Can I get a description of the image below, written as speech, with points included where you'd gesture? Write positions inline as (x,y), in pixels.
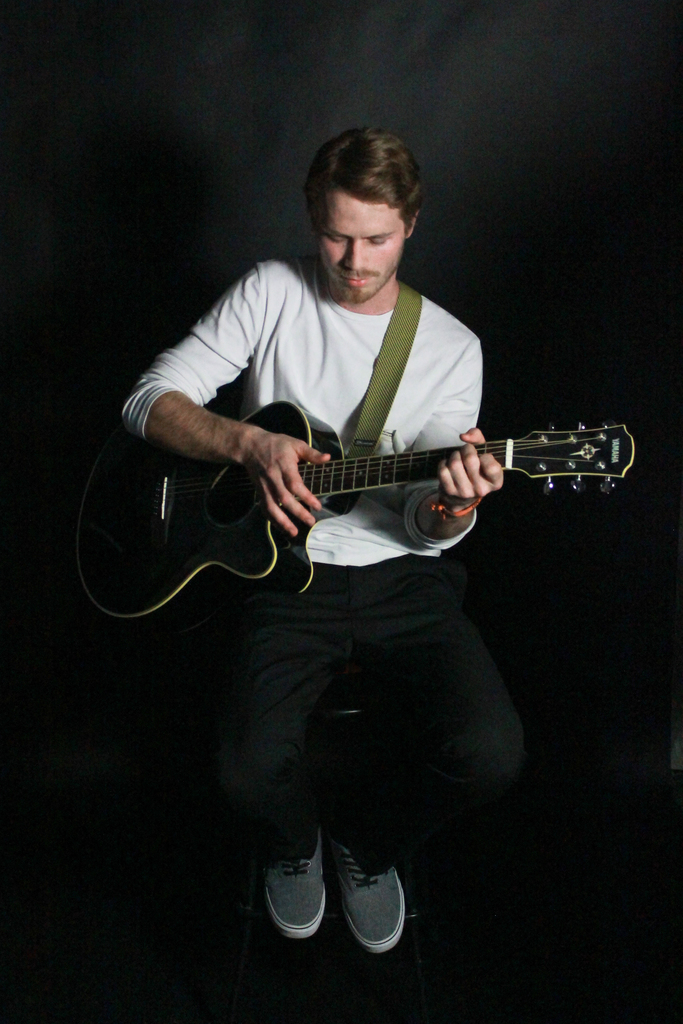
In the image there is a man (334,345) wearing a white color shirt (207,320) holding a guitar (240,538) and playing with it.
